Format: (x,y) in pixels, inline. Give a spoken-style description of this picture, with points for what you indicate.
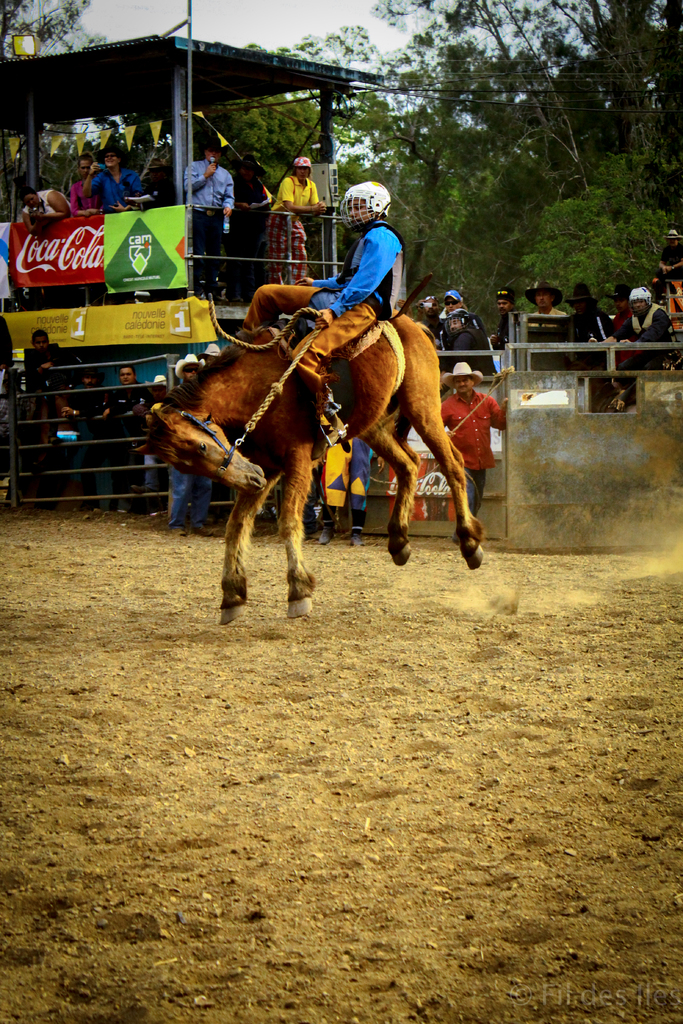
In the center of the image (311,376) a man (369,219) is sitting on a horse (371,401) and riding the horse (369,385). And wearing a helmet (372,206). In the background of the image (131,425) we can see group of people (300,206) are standing and also we can see the tent (267,88), boards (155,256), barricades (111,420) are present. At the bottom of the image (361,795) ground (371,762) is there. On the right side of the image (553,220) trees (491,195) are present. At the top of the image (289,46) sky (302,38) is there.
